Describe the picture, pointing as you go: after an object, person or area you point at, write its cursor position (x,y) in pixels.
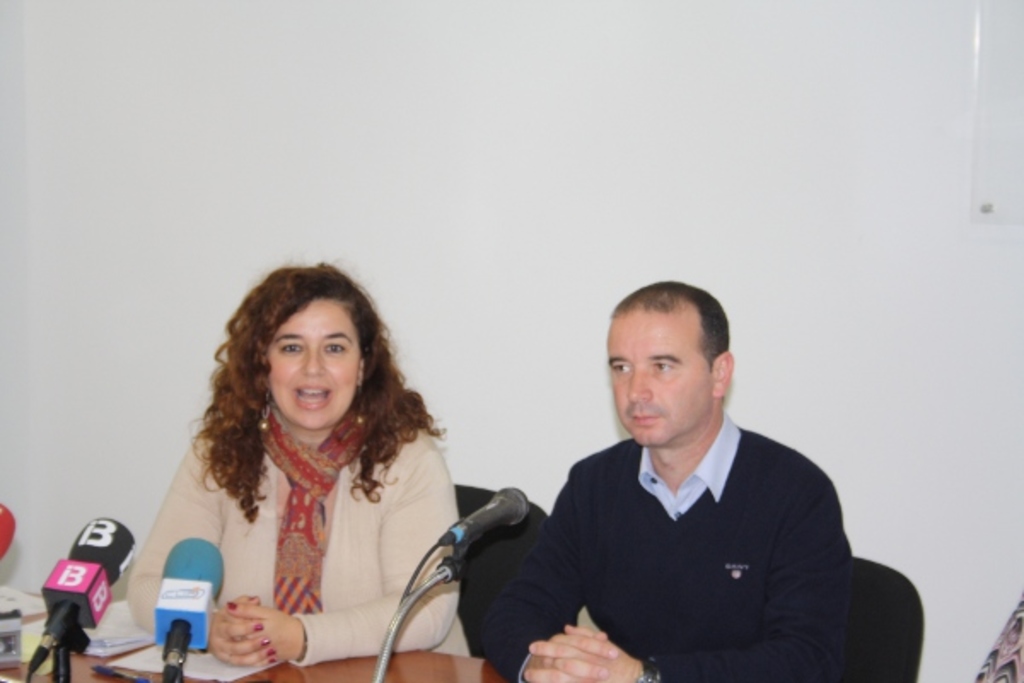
In this image, there are a few people (682,507) sitting on chairs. We can also see a table (411,660) with some objects (168,635) like microphones (167,658) and papers (118,647). In the background (826,205), we can see the wall (774,232). We can also see an object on the bottom left corner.
